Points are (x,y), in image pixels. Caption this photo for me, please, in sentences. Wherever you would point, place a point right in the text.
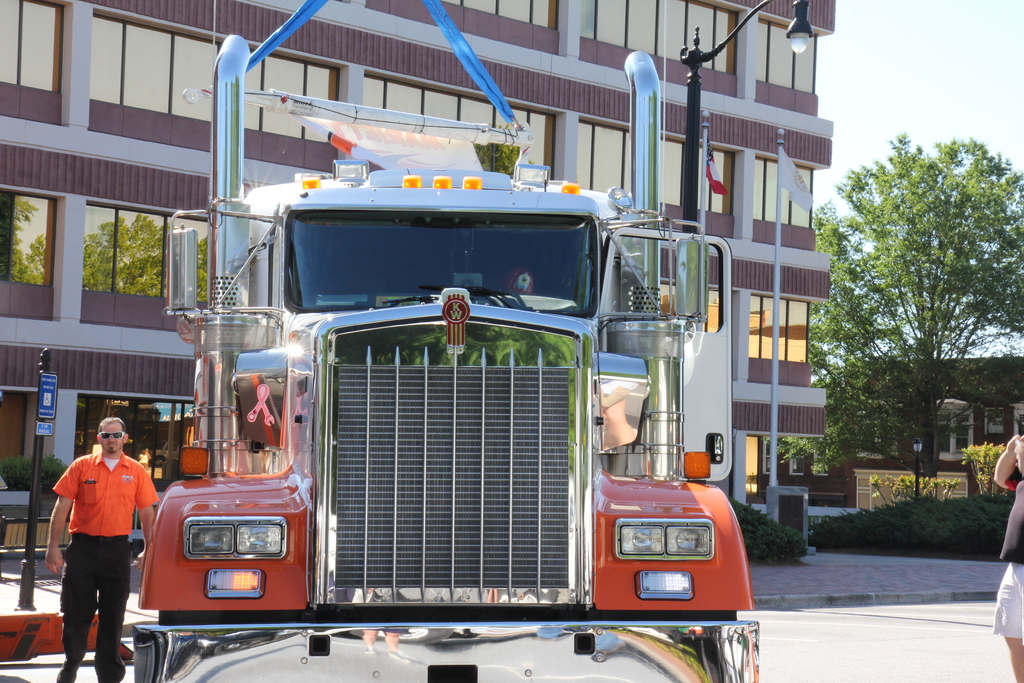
In the image there is a vehicle (265,479) and a man (128,485) is standing on the left side of the vehicle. In the background (55,428) there is a sign board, street light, building (783,374), tree (830,444) and some plants (926,490) and there is a man (1022,514) standing on the right side (1013,662).
